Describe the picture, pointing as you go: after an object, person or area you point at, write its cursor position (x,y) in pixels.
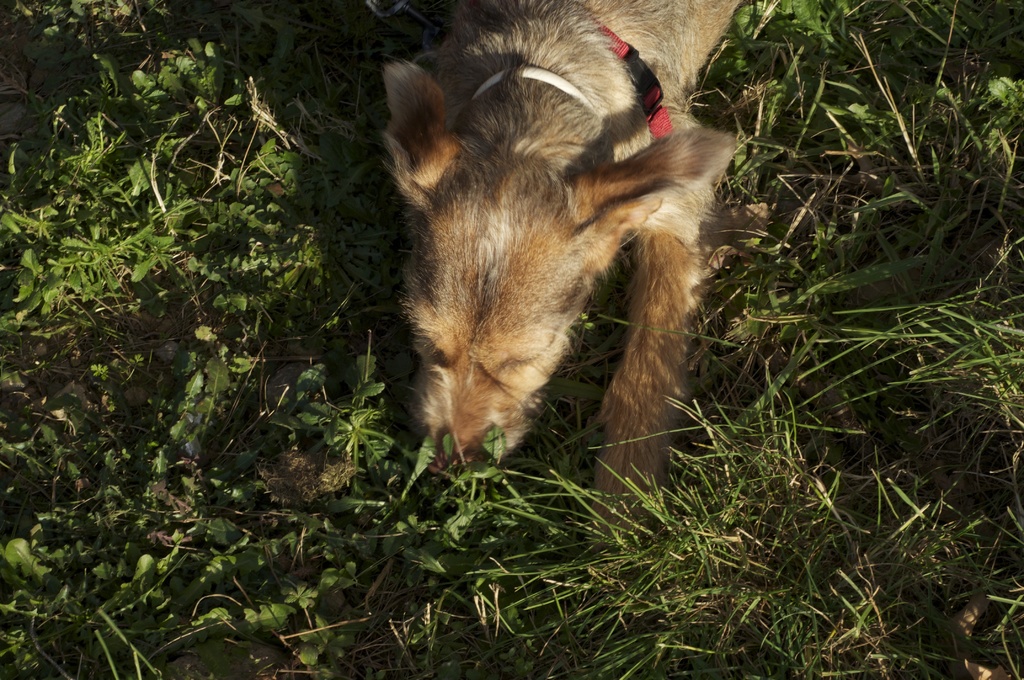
In this picture we can see a dog (569,169) is standing on the ground (609,379). In the background of the image (597,348) we can see the plants (411,382).
